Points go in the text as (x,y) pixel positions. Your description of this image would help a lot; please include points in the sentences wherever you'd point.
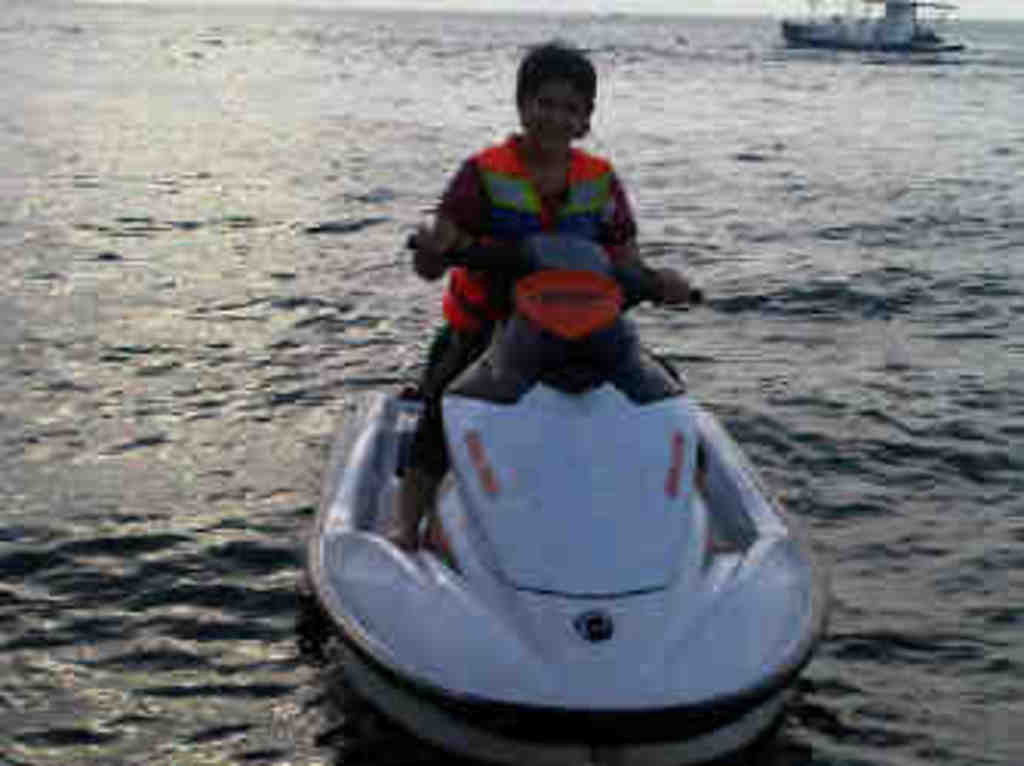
In this image there is a person (472,337) sitting on a boat (591,448), which is on the river (800,370). In the background (820,40) there is a ship (829,40) on the river (895,57).
